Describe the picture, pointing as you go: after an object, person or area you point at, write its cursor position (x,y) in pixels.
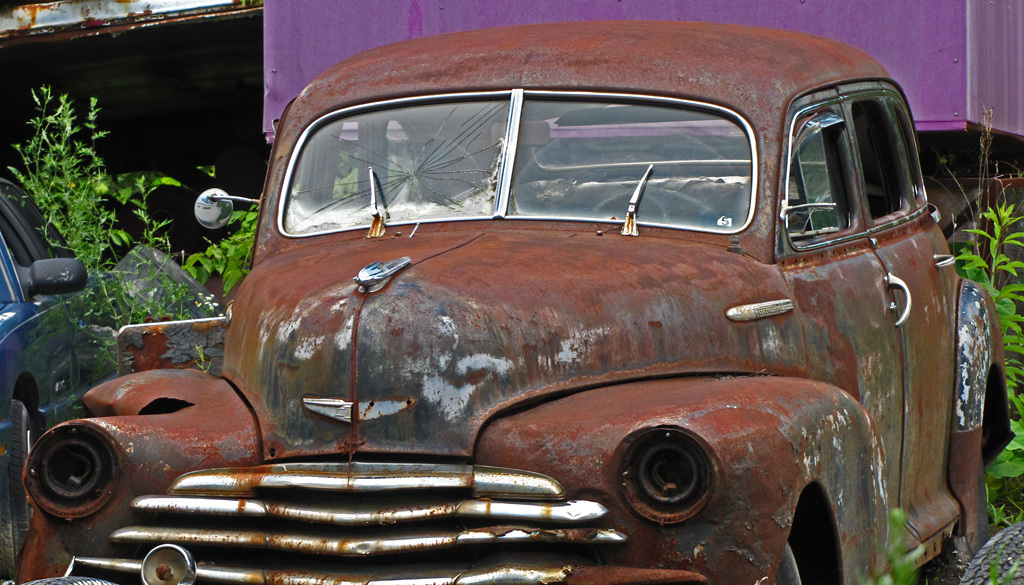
In this image there are cars (692,339), plants (165,296) and there are objects (210,106) which are pink and black in colour.
